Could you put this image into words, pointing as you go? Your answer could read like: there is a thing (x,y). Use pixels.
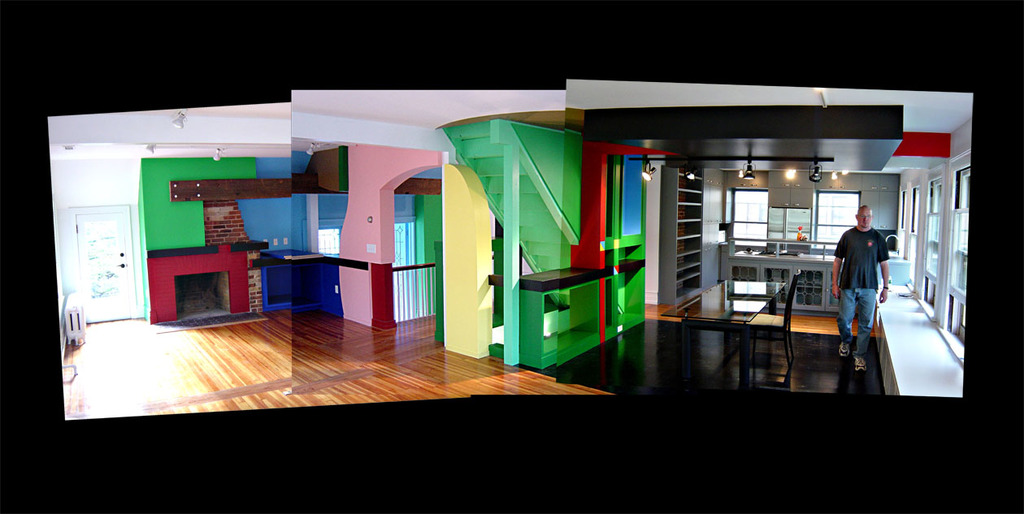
In this image there is a man (867,298) on the right side (856,303) walking in the center (682,334). There is a table (713,310) and it is an empty chair (788,317) and there are platforms (273,267) which are empty. In the background (742,167) there are lights (842,174) hanging and there are windows (847,206). There is a cupboard (685,245). On the left side (86,267) there is a door (98,260) which is white in colour.
